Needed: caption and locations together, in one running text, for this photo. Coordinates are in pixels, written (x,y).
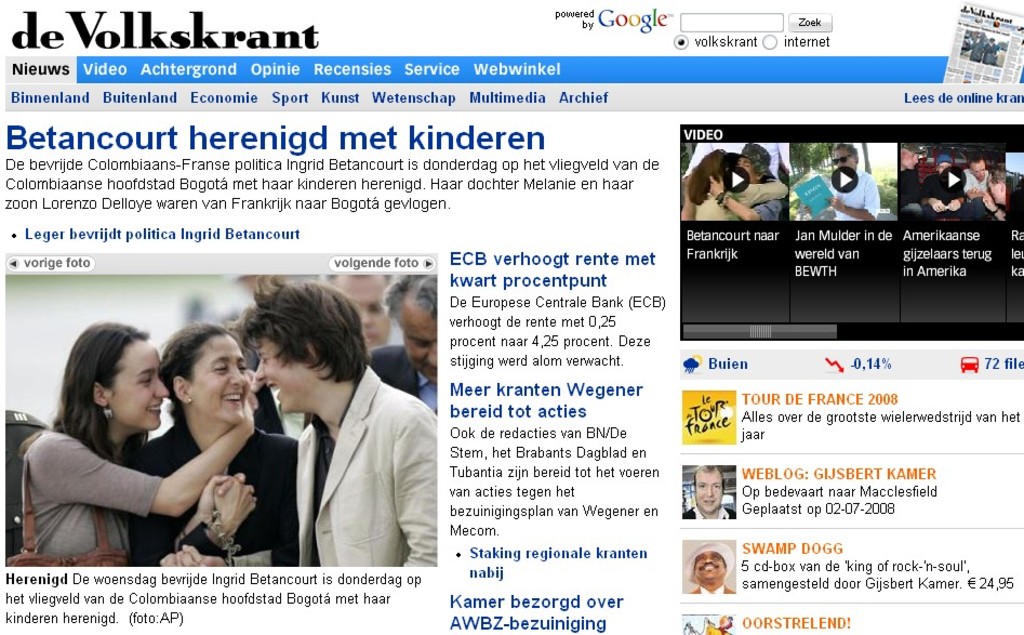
This is a web page (349,59) and here we can see some text (234,70) and we can see some pictures (253,324) of people (873,191) and some are holding objects (809,193).
